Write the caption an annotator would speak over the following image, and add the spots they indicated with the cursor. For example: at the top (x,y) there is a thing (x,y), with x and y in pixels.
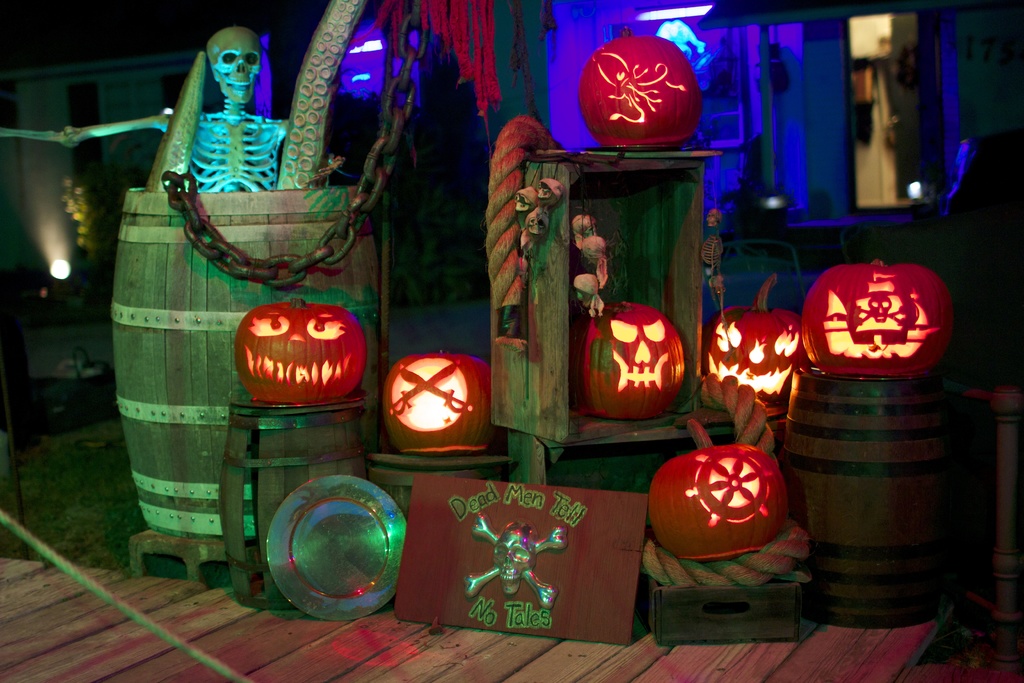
In the middle of the image (651,256) we can see some banners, skulls (243,72), pumpkins (672,105) and there are some objects (911,555). Behind them there are some lights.
